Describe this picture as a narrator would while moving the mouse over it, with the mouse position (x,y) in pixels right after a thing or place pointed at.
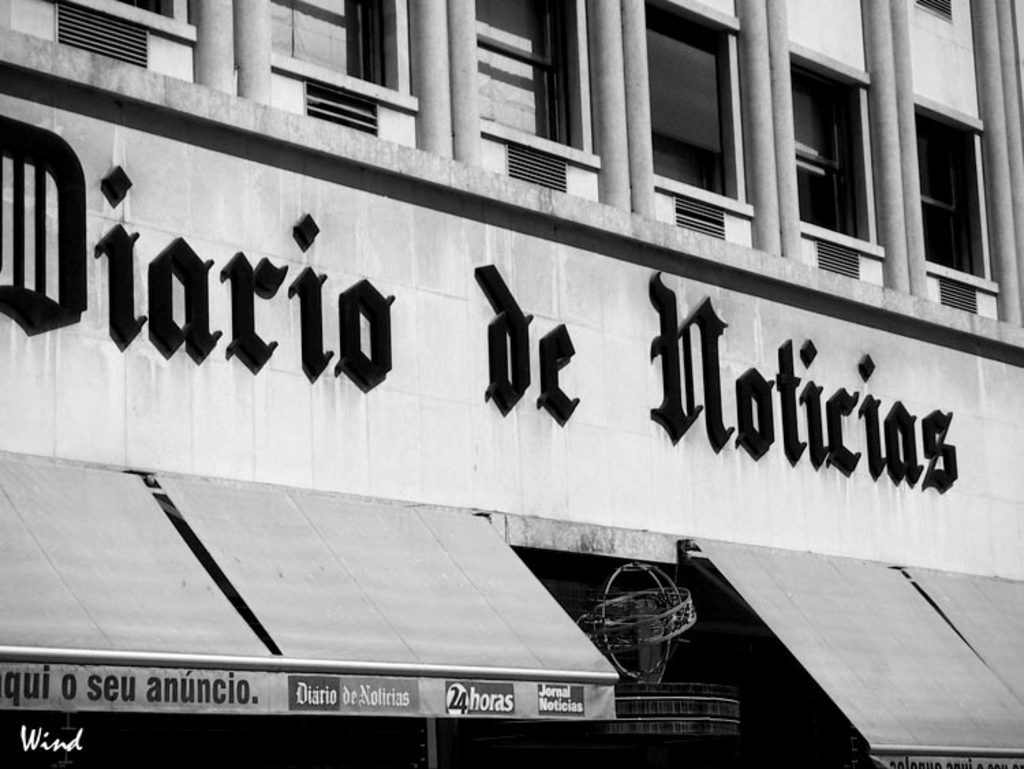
I see this is a black and white image and I see the building (437,385) on which there are pillars (590,63), windows (819,129) and I see words (52,139) written over here and I see the sheds (459,547) and I see few words (378,693) written over here too and it is dark over here.
